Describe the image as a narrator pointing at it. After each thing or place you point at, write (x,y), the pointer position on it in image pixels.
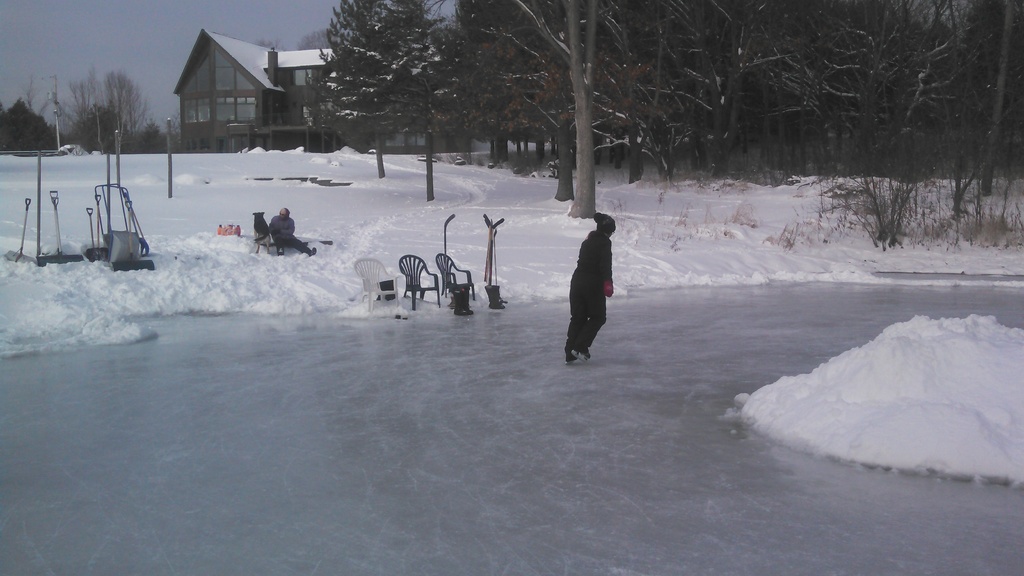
In this image we can see a person (615,225) skating on the ice (576,429). We can also see some chairs (395,290), sticks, trees (611,100), bark (582,88) of a tree (575,71), house (228,134) with a roof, sky (154,52), pole (171,160) and a person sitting on the snow (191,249).
